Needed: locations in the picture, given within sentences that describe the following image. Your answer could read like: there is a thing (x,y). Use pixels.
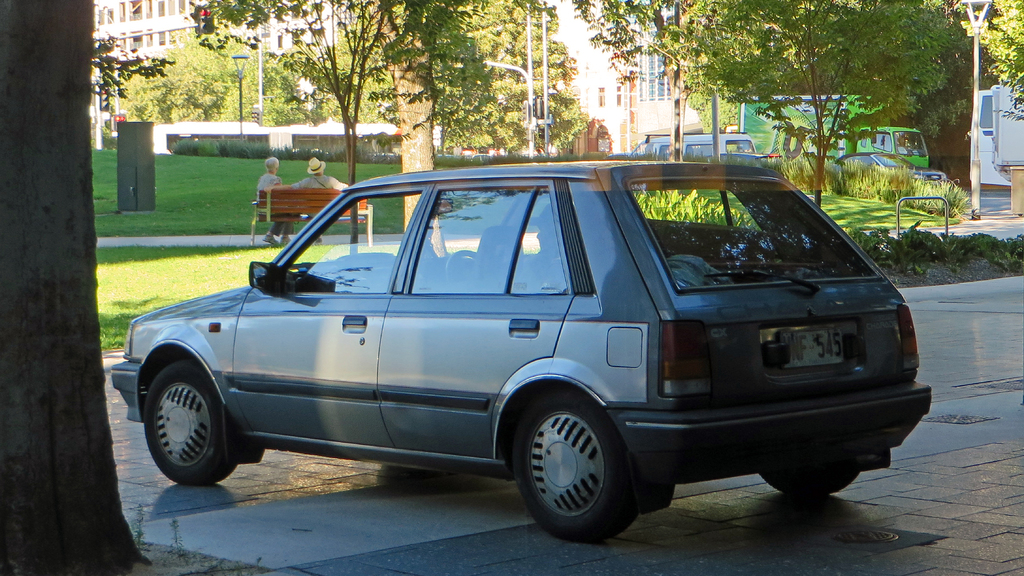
In this picture I can see vehicles (607,164), grass (192,206), plants (887,251), buildings (327,21), trees (383,86), lights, poles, two persons (276,190) sitting on the bench (279,195).
